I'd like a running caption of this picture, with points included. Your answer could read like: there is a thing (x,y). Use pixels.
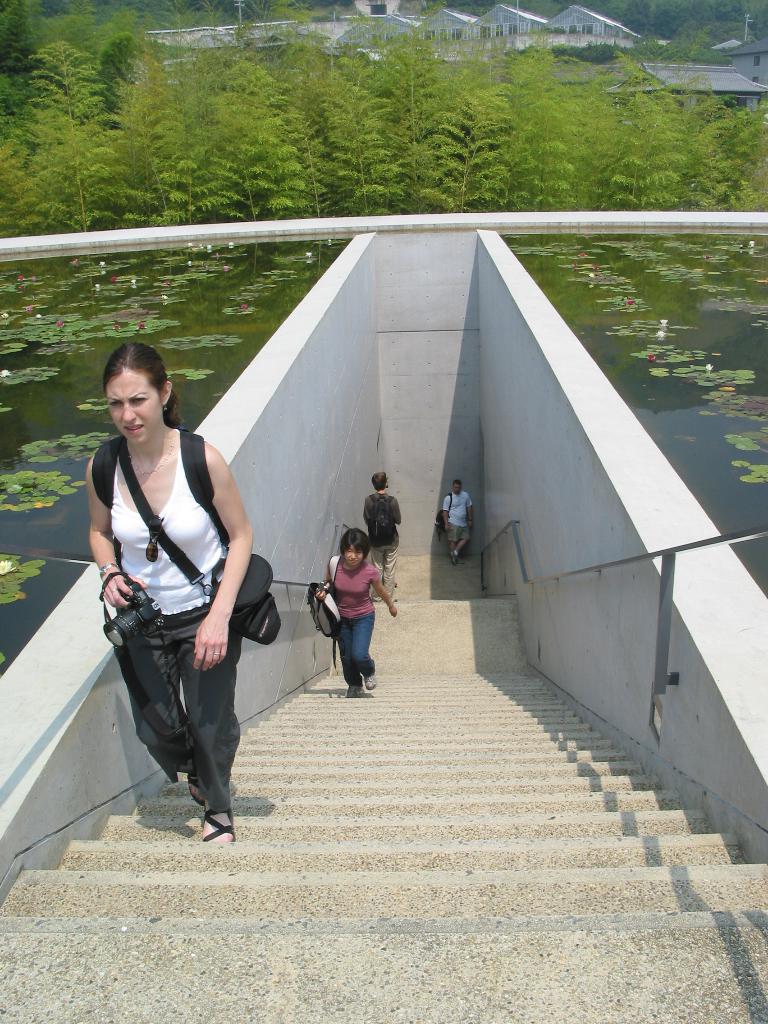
In the picture I can see a woman (223,614) wearing white color T-shirt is holding a camera (129,615) and carrying a backpack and walking on the stairs (270,746). In the background (338,639), we can see a few more people (346,649) on the stairs (463,624), we can see lotus leaves (42,491) floating on the water (730,271), we can see trees (383,141) and houses (745,104) in the background (400,101).
